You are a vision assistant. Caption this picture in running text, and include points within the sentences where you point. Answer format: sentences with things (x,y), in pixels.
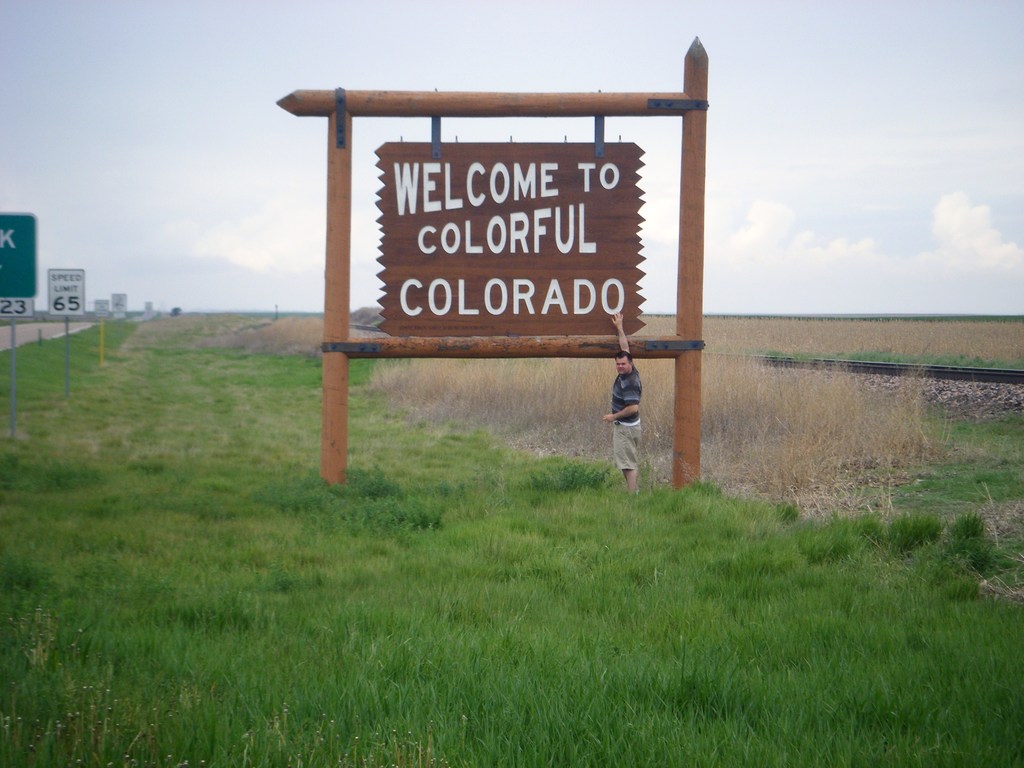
There is one man (604,420) standing on a grassy land (169,382) as we can see at the bottom of this image (622,693), and there is a sign board (511,299) in the middle of this image (388,281), and on the left side of this image (65,309) as well. There is a sky (178,158) at the top of this image (755,176).
